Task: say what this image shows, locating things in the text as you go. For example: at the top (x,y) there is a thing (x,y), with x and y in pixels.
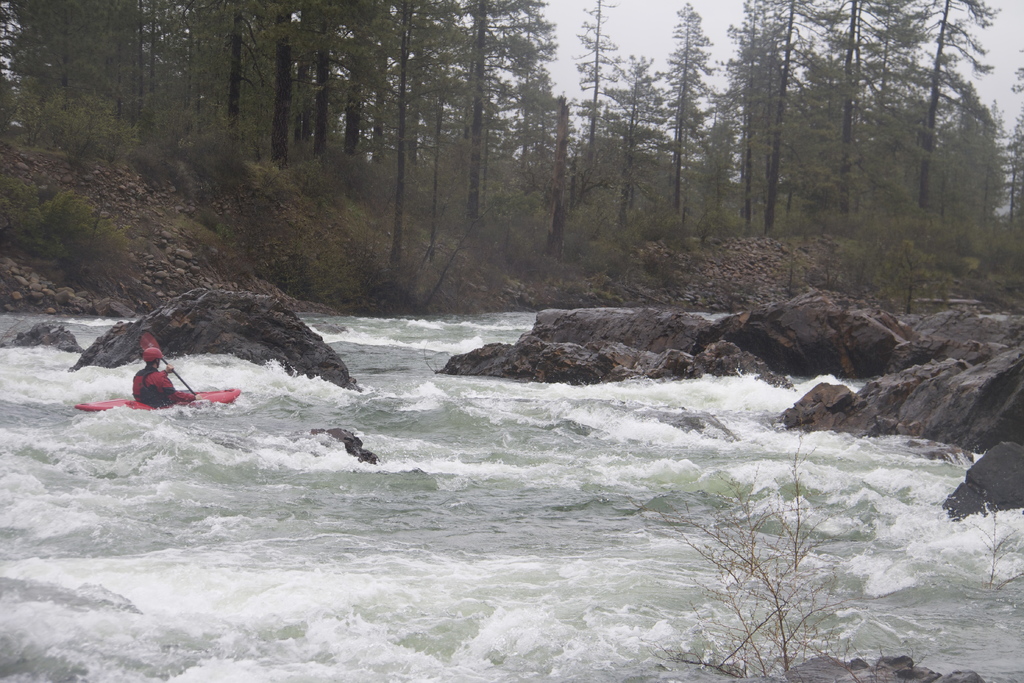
On the left side of the image (183,394) a person (172,397) is on boat (216,394) and wearing cap (152,361) and holding a stick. In the background of the image (194,365) we can see some rocks (697,324), trees (641,242), water (440,548). At the top of the image (658,42) there is a sky (645,30).
